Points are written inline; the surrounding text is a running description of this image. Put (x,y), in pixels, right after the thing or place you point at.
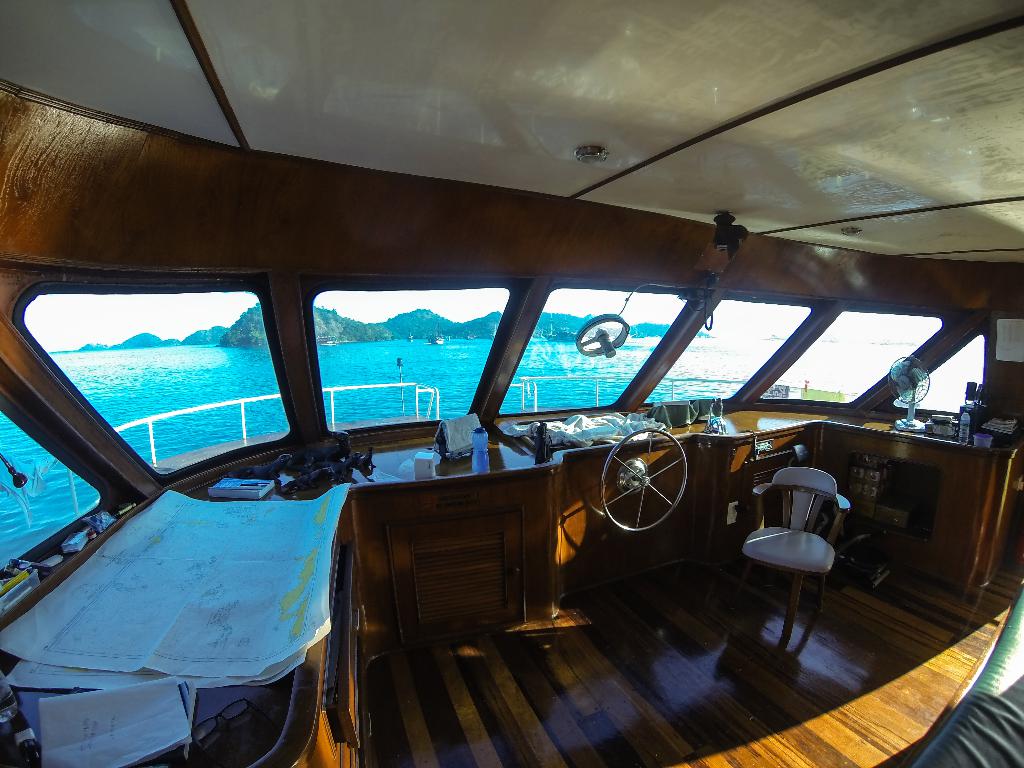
In this image I can see inside view of a boat (543,500). Here I can see water (190,381) and mountains (200,333).
